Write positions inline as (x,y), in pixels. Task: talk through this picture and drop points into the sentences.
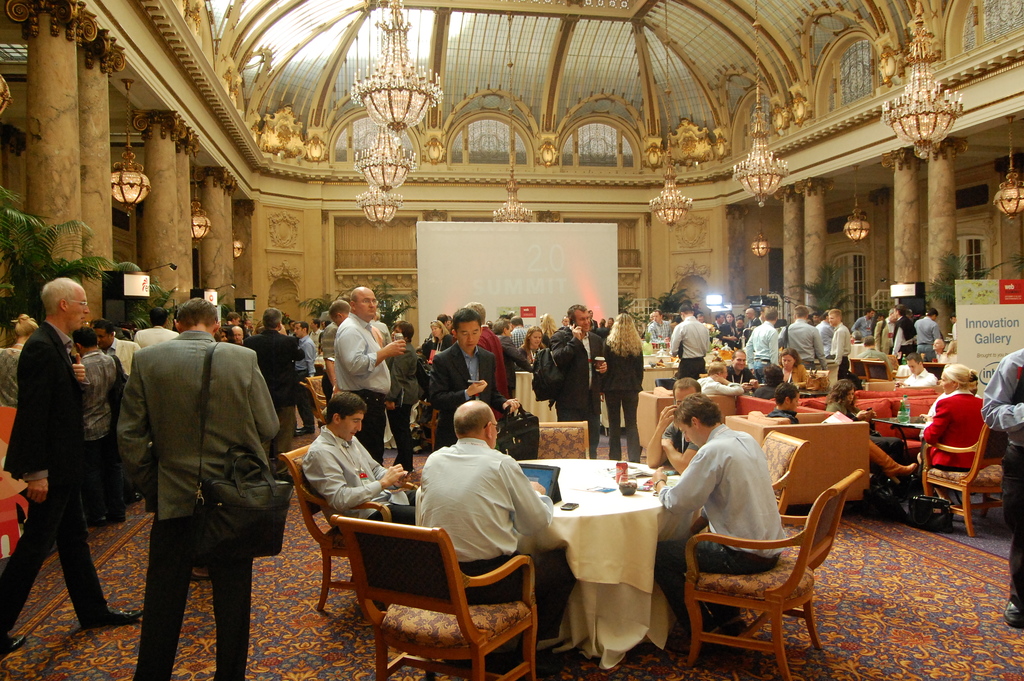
As we can see in the image on the top (383,209) there are chandeliers (673,169), on the floor (296,605) there are many people (188,410) standing and sitting. There are chairs (436,655) tables (592,528) and on the right side (977,334) there is a banner (988,336).
